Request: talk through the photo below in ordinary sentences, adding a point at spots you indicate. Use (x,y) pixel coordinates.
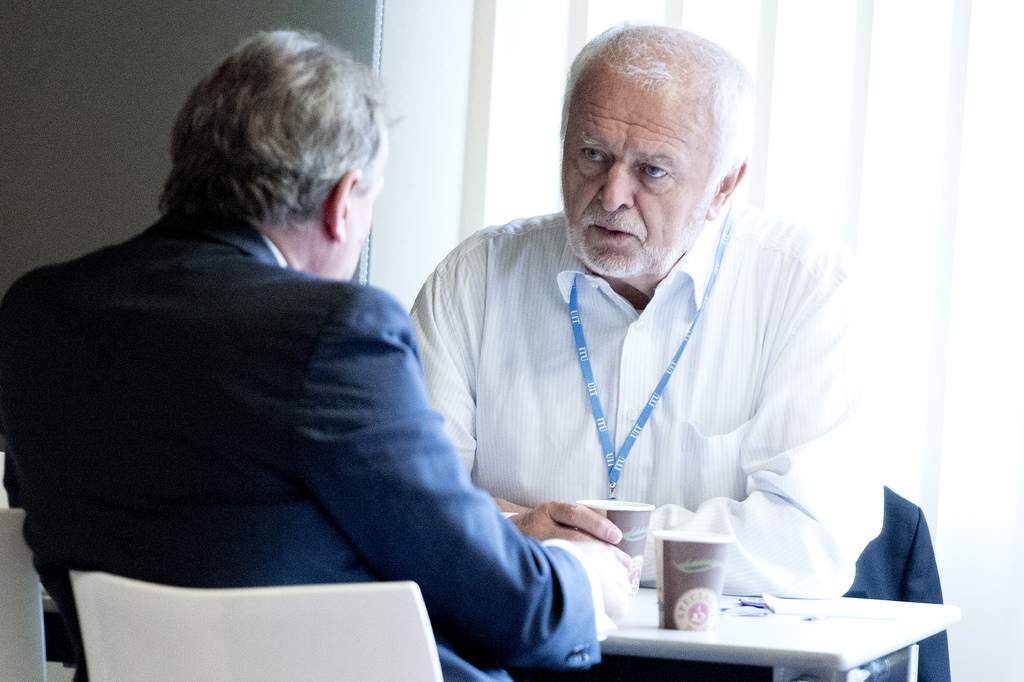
In the bottom right corner of the image (716,681) there is a table (877,605), on the table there are some cups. Surrounding the table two persons (469,455) are sitting. Behind them there is wall (88,27).
